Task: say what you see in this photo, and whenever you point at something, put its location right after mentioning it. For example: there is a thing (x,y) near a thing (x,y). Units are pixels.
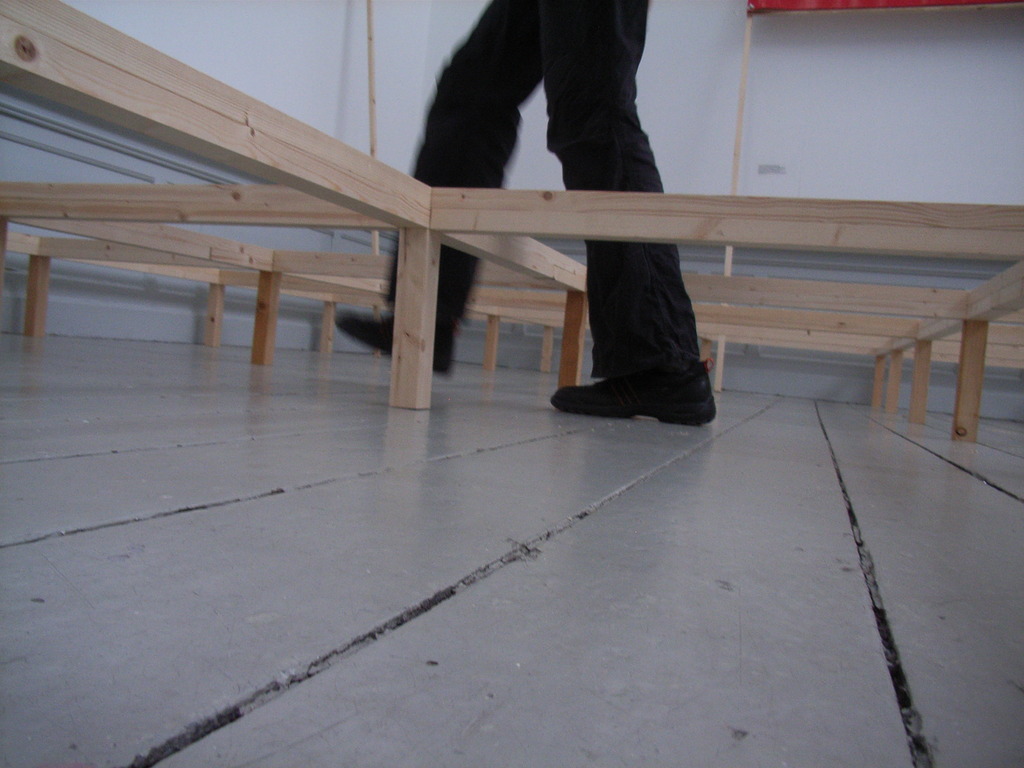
In this image in the center (615,308) there is a person (479,113) walking and there are wooden stands (512,205) and there is a wall (849,127) which is white in colour and on the top right (794,8) there is an object (815,7) which is red in colour.
